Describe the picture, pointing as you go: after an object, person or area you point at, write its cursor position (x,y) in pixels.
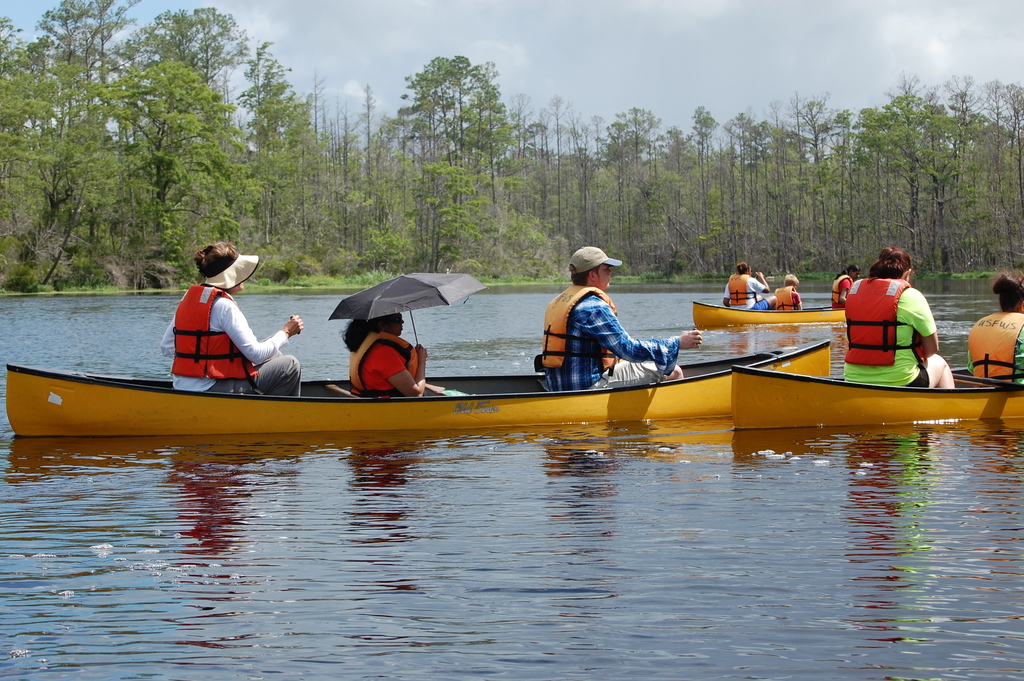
In this picture I can see people (640,353) sitting on the boats (477,385). Here I can see a woman (388,354) is holding an umbrella (409,297). These people (397,352) are wearing life jackets (974,336). In the background (505,300) I can see trees (489,216), water (478,297) and the sky (487,61).
